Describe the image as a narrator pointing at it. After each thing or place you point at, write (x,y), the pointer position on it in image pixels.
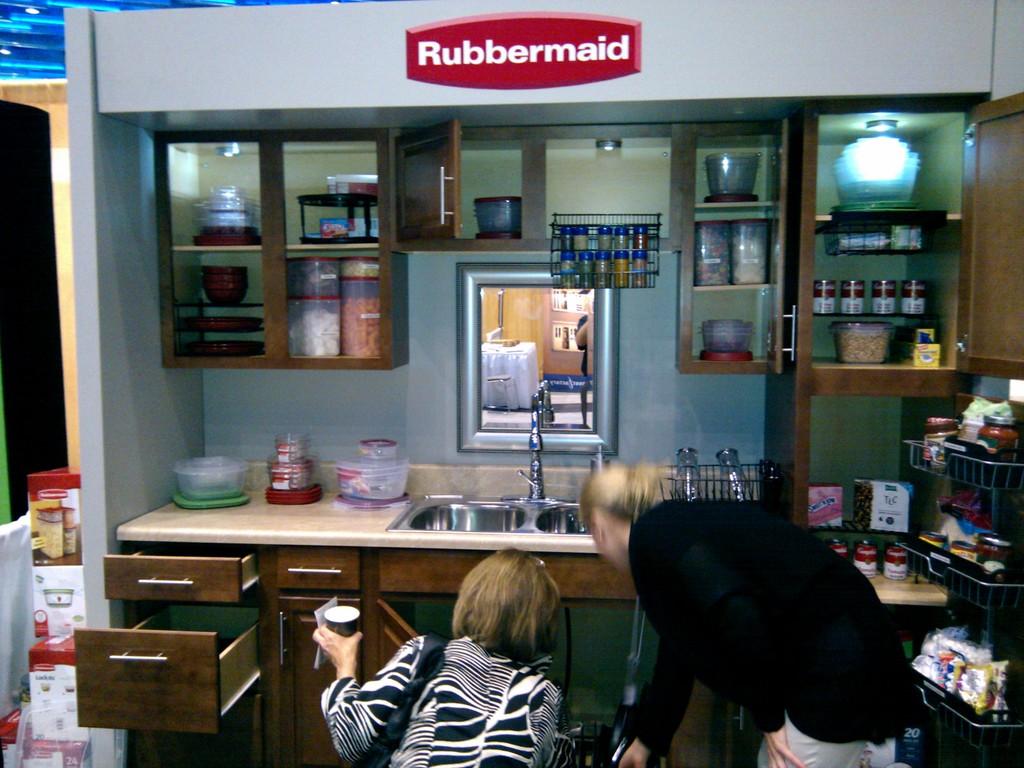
There are two people (546,675) bending on their legs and looking at something and there are kitchen groceries (738,250), a mirror (511,367) and wash basin (518,502) in the background (560,316).
